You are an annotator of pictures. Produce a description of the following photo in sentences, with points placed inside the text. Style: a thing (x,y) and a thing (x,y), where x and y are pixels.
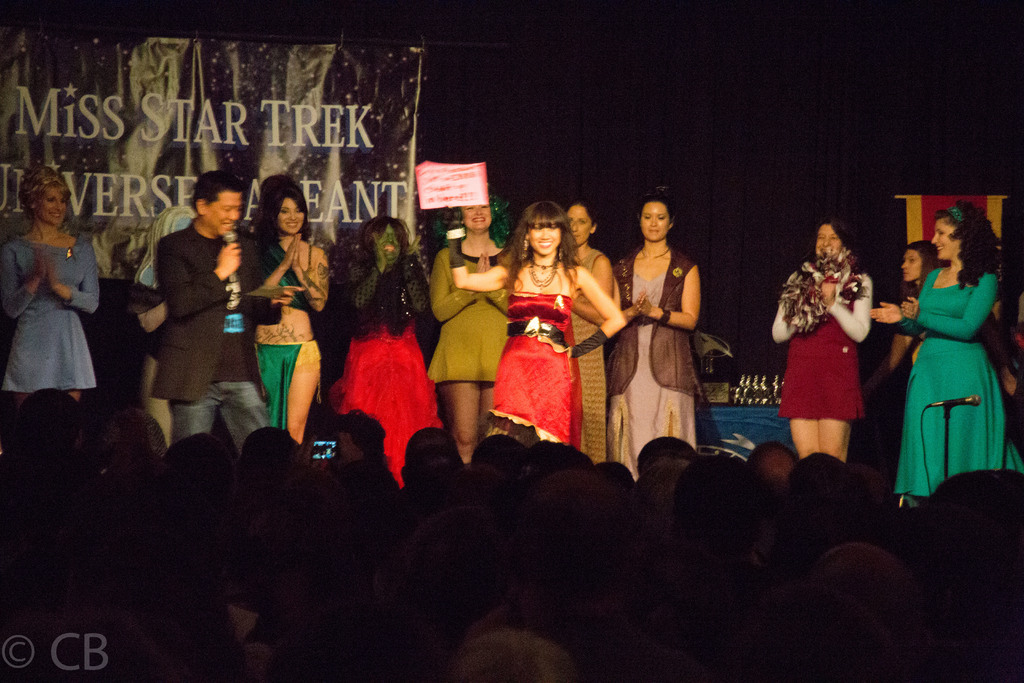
At the bottom of the picture (428,568), we see the people (520,514). In the middle of the picture (631,405), we see people (465,349) are standing on the stage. All of them are smiling. The woman (542,397) in the middle of the picture (522,308) wearing a red dress (525,338) is holding a card (438,185) in her hand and she is smiling. The man (239,236) in black blazer (191,288) is holding the microphone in his hand (231,259) and he is talking on the microphone (231,280). In the background (359,149), we see a board (281,92) in white and blue color with some text (348,112) written on it. On the right side (925,217), we see a flag (912,225) in yellow and red color. In the background (757,140), it is black in color. This picture is clicked in the dark.
